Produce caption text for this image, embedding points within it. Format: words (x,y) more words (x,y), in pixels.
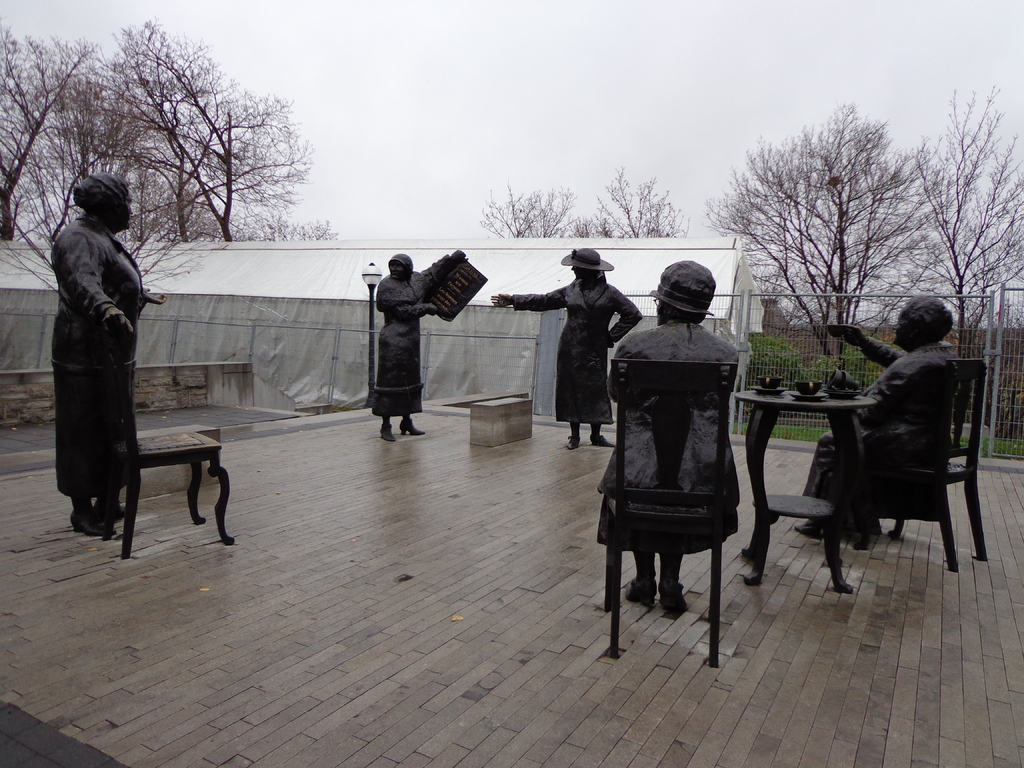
In this picture we can see a few statues (102,423) and a stone block (508,404) on the path (461,447). A shed (26,361) is visible on the left side (38,338). We can see some fencing (779,428) from left to right. There are few trees (999,258) in the background (999,258).
